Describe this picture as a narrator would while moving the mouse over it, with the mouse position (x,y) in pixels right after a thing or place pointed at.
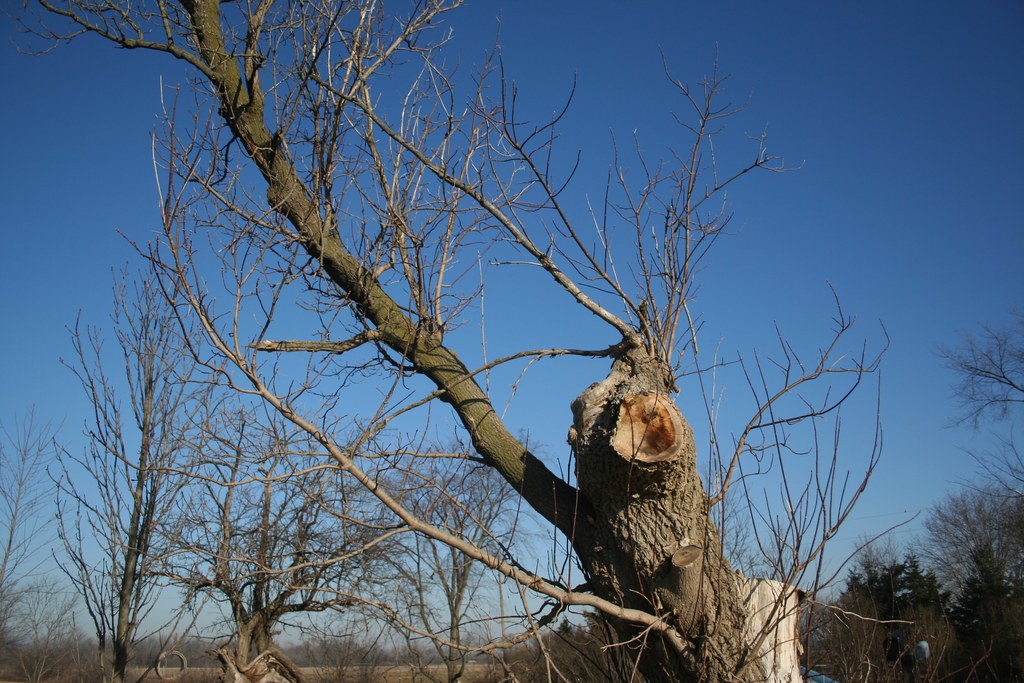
In this image I can see few dried trees (198,545). Background (70,256) I can see sky (96,200) in blue color.
